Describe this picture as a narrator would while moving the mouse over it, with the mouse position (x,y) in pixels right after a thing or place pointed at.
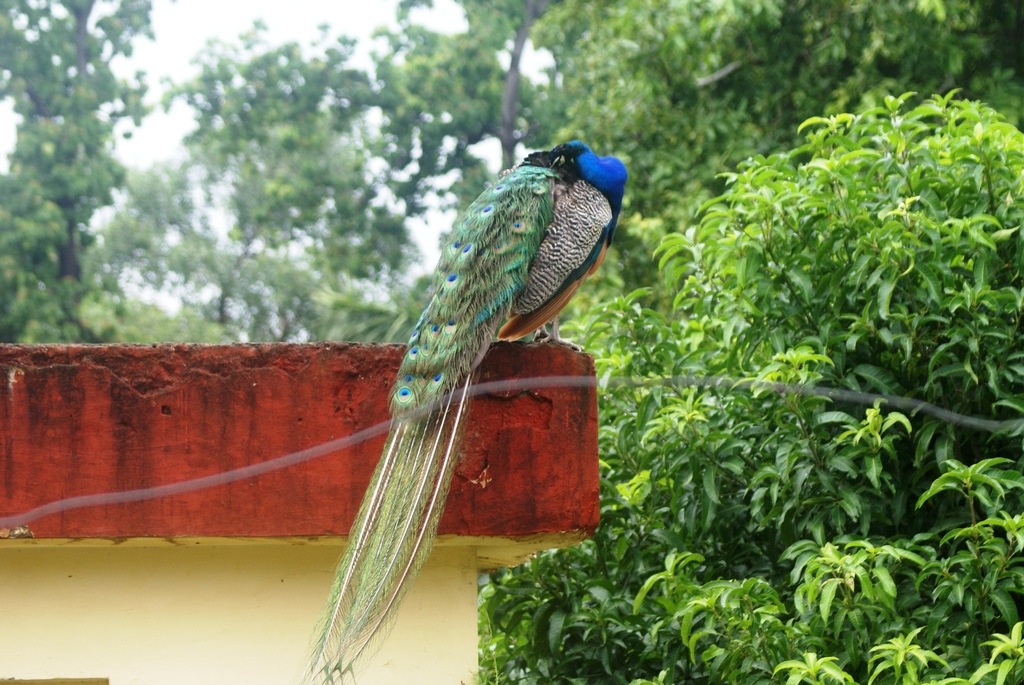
In this image I can see the bird (436,358) on the wall (491,352) and the bird (546,191) is in green and blue color. In the background (739,91) I can see few trees (476,82) in green color and the sky (173,60) is in white color.
